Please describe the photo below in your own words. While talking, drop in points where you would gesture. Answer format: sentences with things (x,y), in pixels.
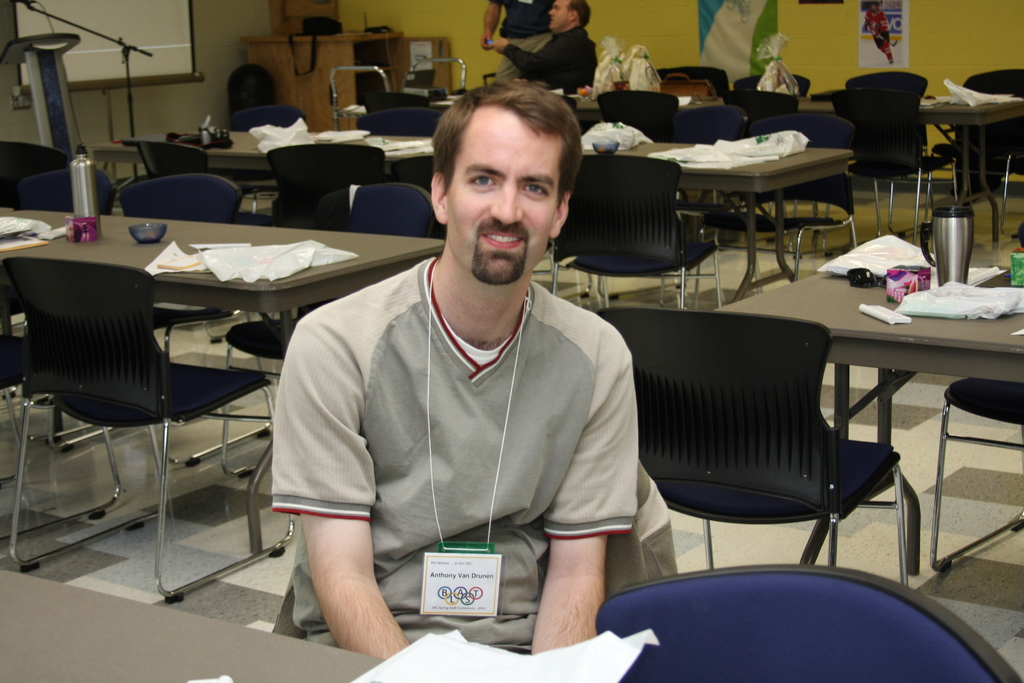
There is a room (732,123) in which so many tables (360,143) and chairs (153,317) are placed in which one man (306,530) is sitting and other is a projector (169,6) placed and behind that there are two man (536,60) one is sitting and other is standing and talking to each other.
